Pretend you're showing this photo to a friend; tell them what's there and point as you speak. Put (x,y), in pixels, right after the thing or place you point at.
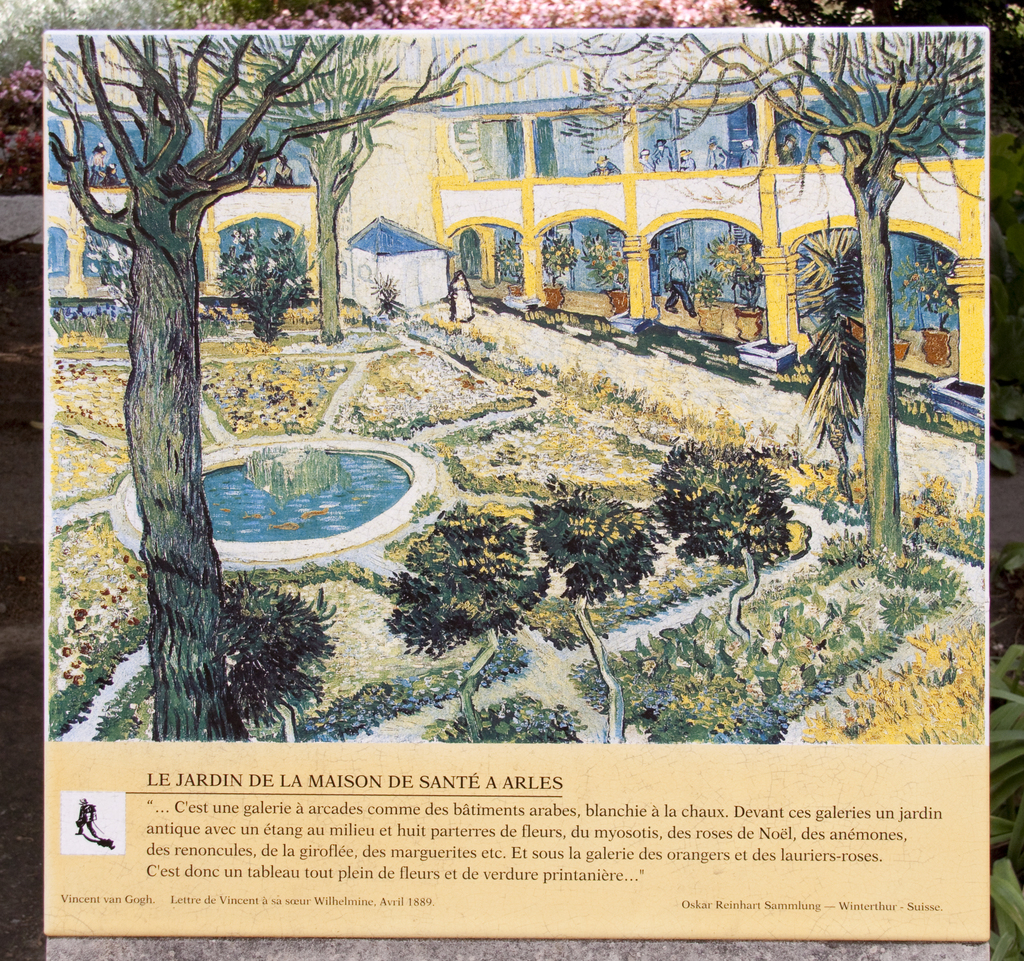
It is a poster (443,679). In this image there are depiction of people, buildings (365,306), pond (258,501) and there is some text (681,861) on the bottom of the image (502,849).
